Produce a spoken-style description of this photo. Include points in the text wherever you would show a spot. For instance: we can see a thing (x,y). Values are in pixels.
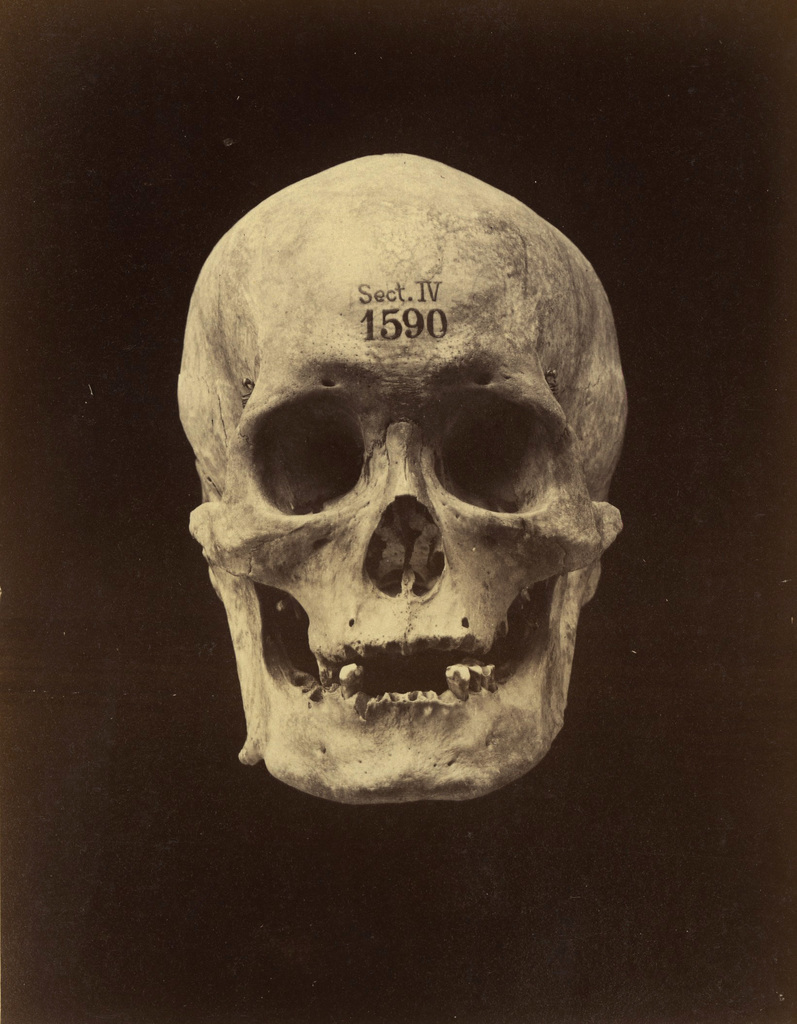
In this image we can see a skull (453,337) with some text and number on it, the background (11,282) is dark.
